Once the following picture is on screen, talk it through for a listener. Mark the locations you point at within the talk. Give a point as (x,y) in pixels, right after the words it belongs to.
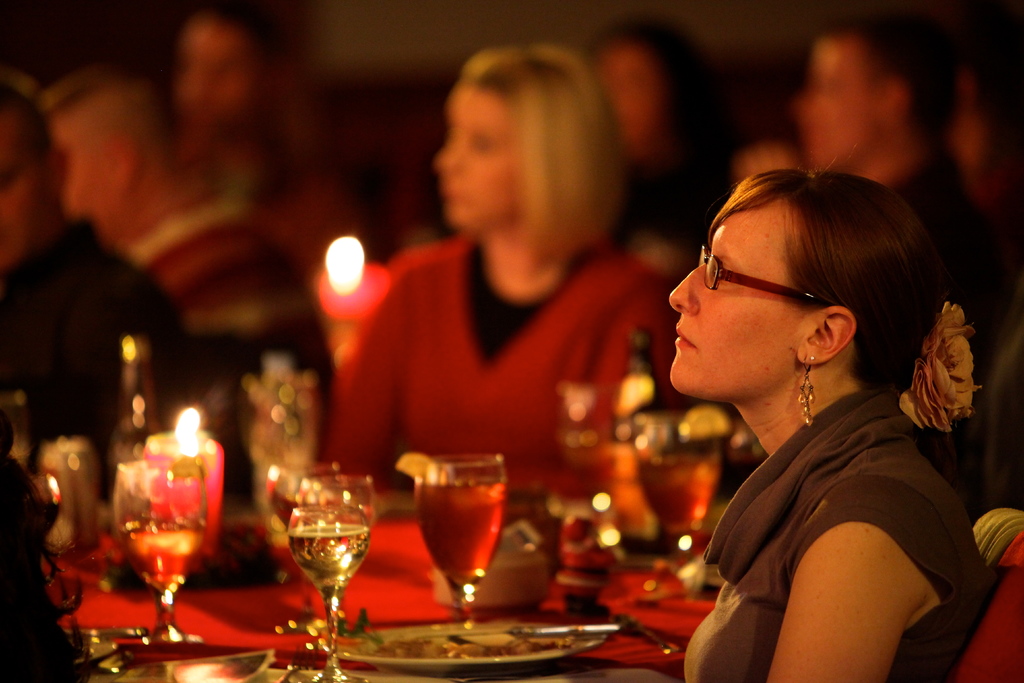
It looks like a dinner party first woman (809,439) is wearing grey color dress (782,452) she is also wearing spectacles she is looking at somebody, beside her there are few glasses (303,555) filled with drink (330,567) the table (259,598) is of red color. in the background (404,418) there are many other people (535,91) sitting and watching.
